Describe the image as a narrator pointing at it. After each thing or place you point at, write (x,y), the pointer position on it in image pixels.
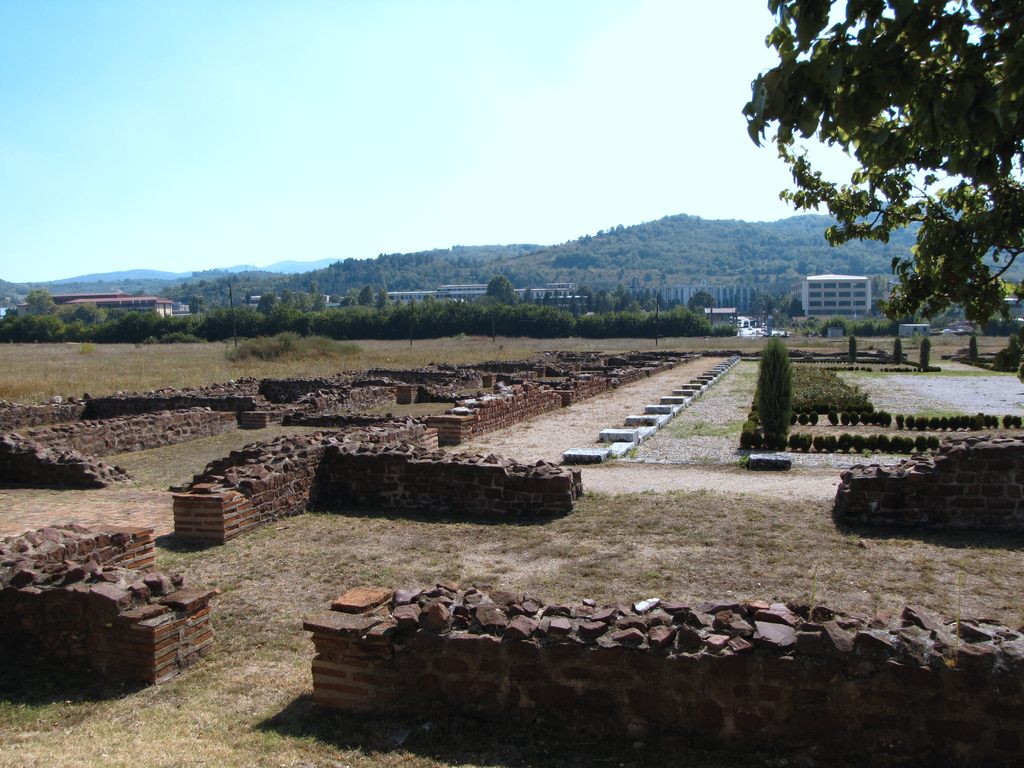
In this picture there are buildings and trees (651,331) and there are mountains (883,275). In the foreground (826,680) there are walls (741,672) and plants (1005,354). At the top (42,242) there is sky (42,242). At the bottom (199,681) there is grass (146,703) and there is ground (879,363).
